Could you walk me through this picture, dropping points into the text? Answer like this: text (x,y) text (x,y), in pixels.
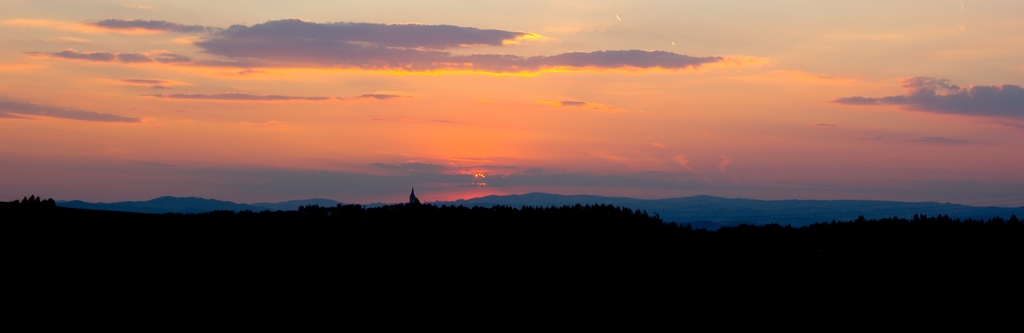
This image consists of mountains (317,273) covered with trees (645,251). To the top (409,97), there is sky (537,93) in red color. In the middle (483,176), there is a sun (480,176) along with clouds (417,69).
